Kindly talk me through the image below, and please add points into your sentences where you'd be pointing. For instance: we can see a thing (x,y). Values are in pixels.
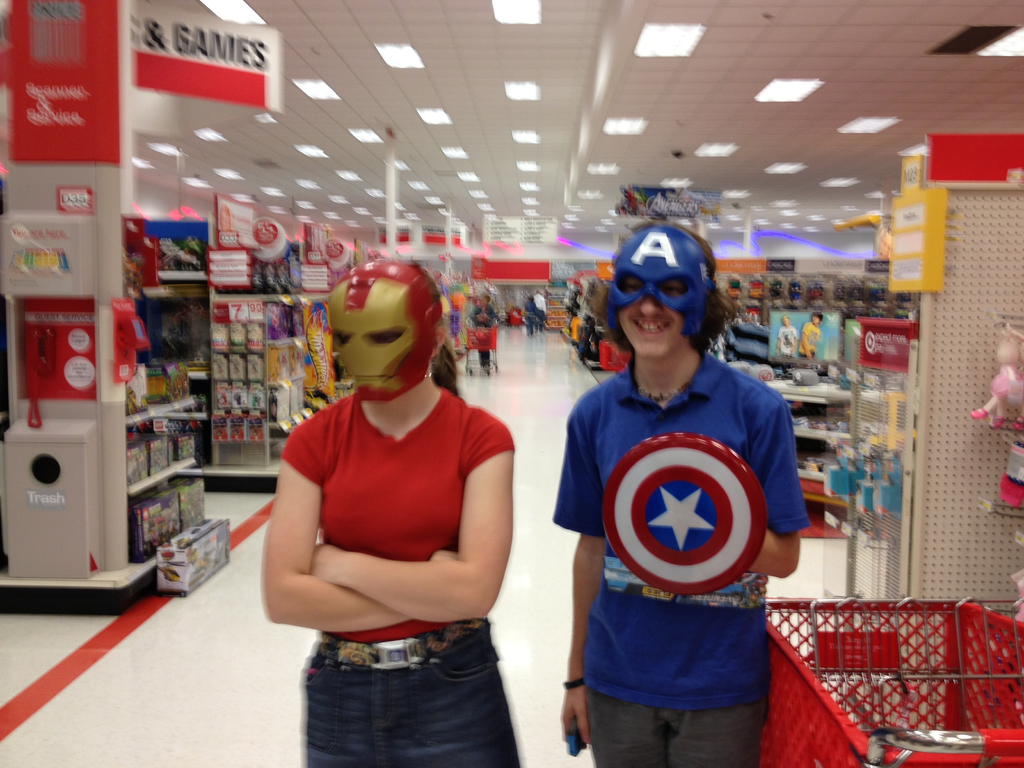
In the center of the image (512,499) we can see two persons (492,529) are standing and they are in different costumes (686,428) and they are wearing masks (659,296) on their faces (644,303). Among them, we can see one person (644,429) is holding some objects (736,534) and he is smiling. On the right side of the image (891,670), we can see a red color object (925,666). In the background (90,371), we can see shelves (939,315), boxes (167,255), products (453,289), sign boards (887,333), lights (164,152), few people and a few other objects (1013,453).
